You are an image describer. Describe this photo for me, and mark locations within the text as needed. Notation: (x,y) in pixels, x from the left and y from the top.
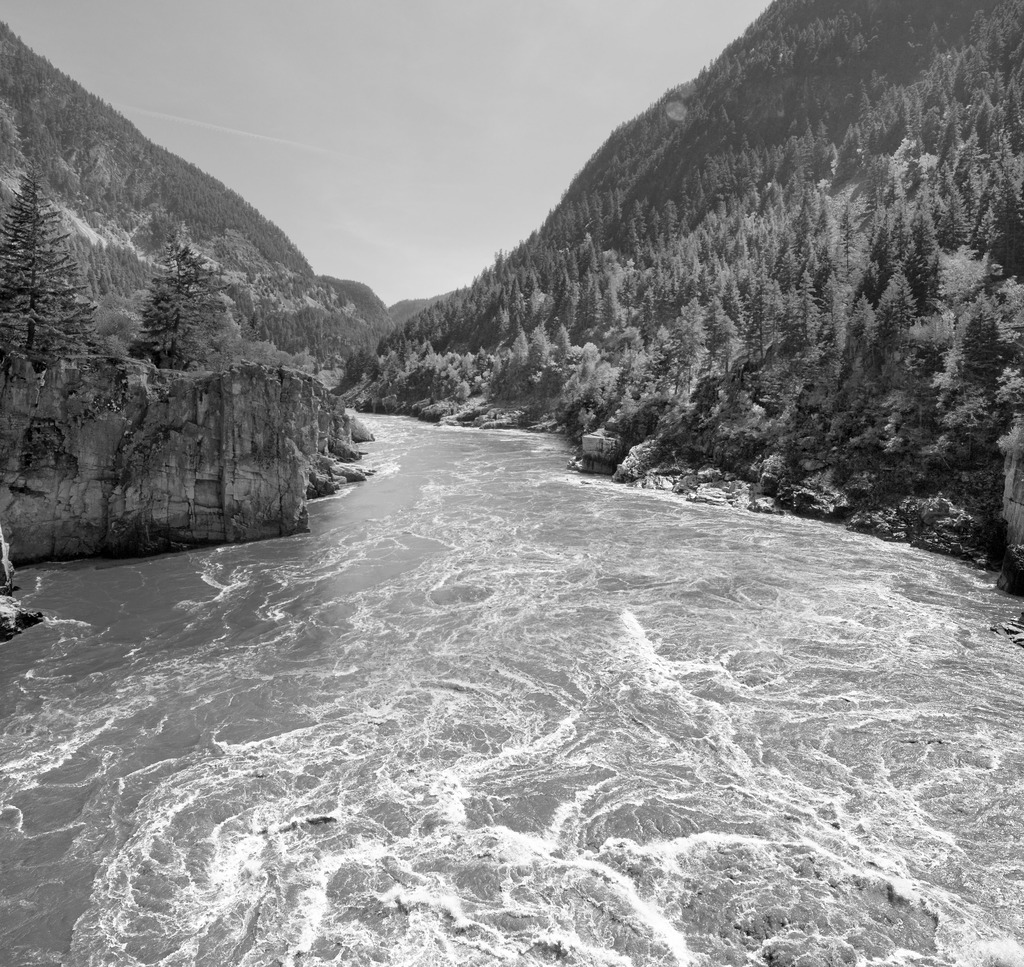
This image consists of water (364,707), trees (728,279), mountains (10,119) and the sky (388,275). This picture might be taken in a day.
